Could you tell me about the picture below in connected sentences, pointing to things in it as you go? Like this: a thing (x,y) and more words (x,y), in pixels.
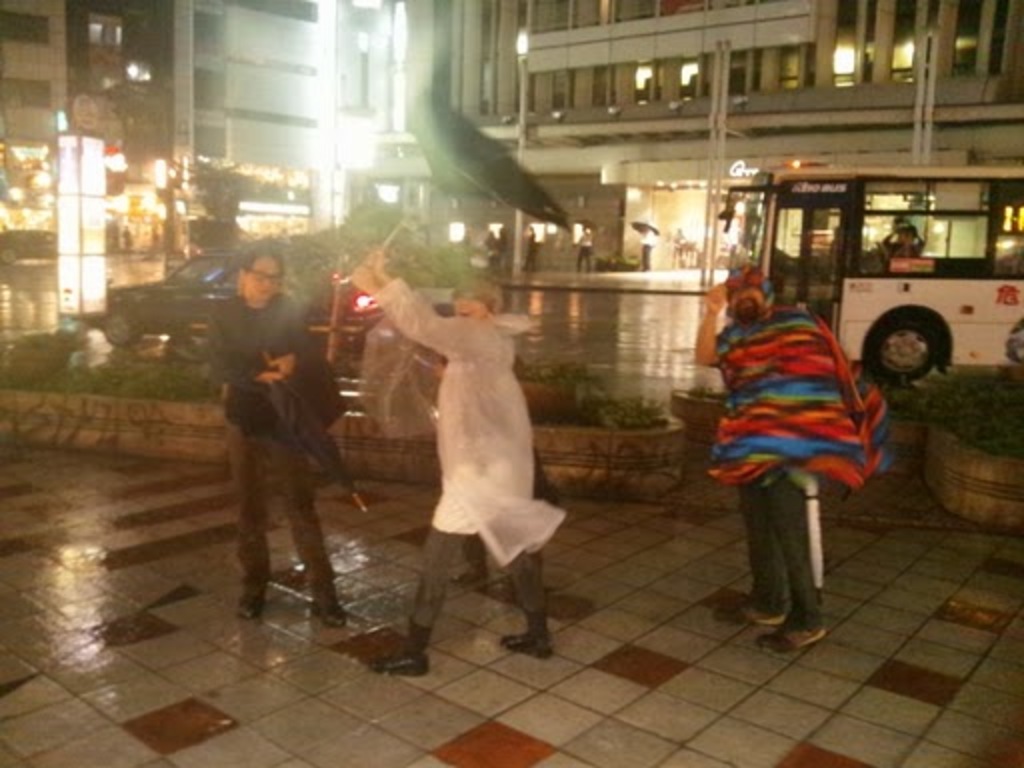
Here in this picture in the front (506,311) we can see a group of people (488,395) standing over a place and we can see all of them are wearing jackets (462,395) and the woman (450,387) in the middle (469,372) is carrying an umbrella (418,352) and we can see it is raining over there and behind them on the road (609,327) we can see cars (313,309) and bus (761,254) present and we can also see buildings (763,6) present and we can see some other people (591,249) standing in the far with umbrellas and we can also see lights (106,204) present and on the left side (86,387) we can see some plants (111,364) present over a place.
